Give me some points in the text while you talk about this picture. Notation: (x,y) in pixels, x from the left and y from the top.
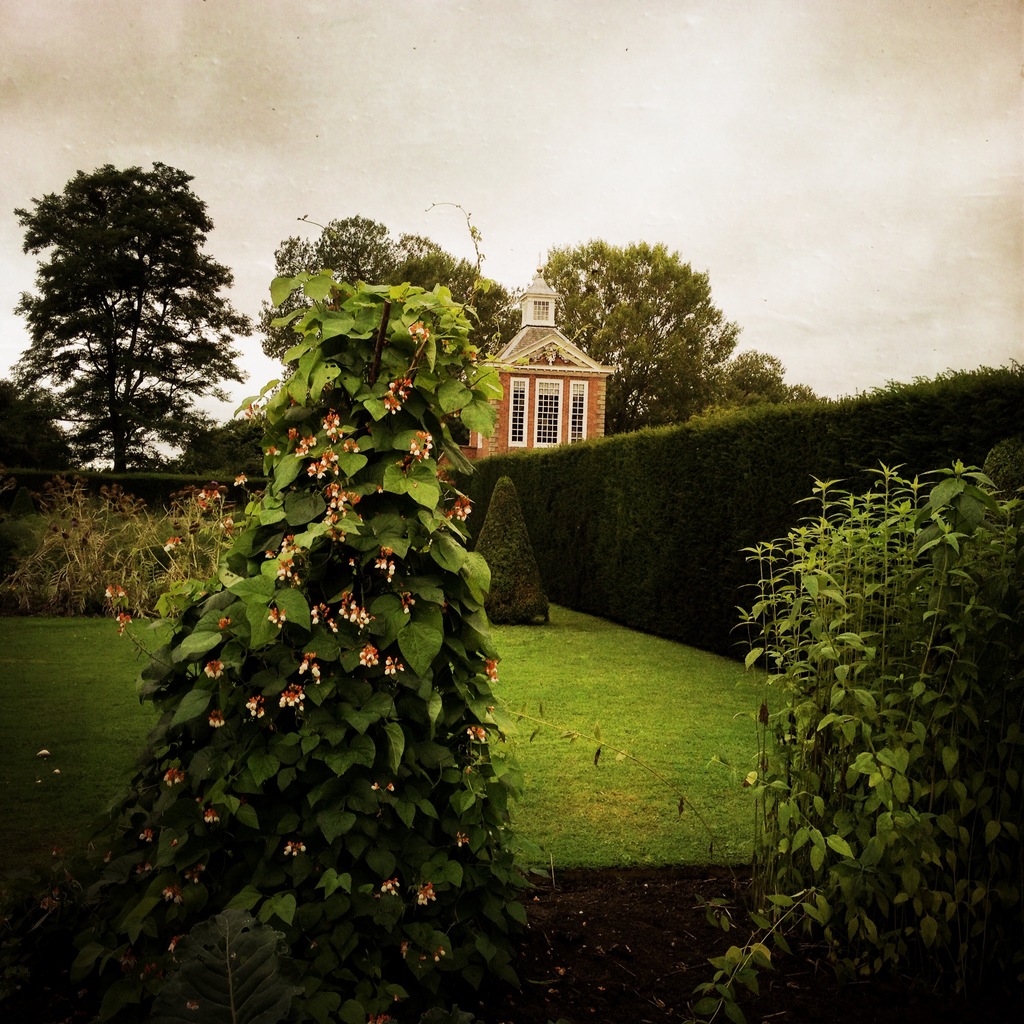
In this image we can see a plant (199,650) with flowers (209,664) on the left side (195,664) and on the right side (782,912) also there is a plant (890,840). In the background (51,591) we can see plants (144,566) and grass (516,657) on the ground (19,624), house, windows (557,417), trees (92,323) and sky (557,163).
